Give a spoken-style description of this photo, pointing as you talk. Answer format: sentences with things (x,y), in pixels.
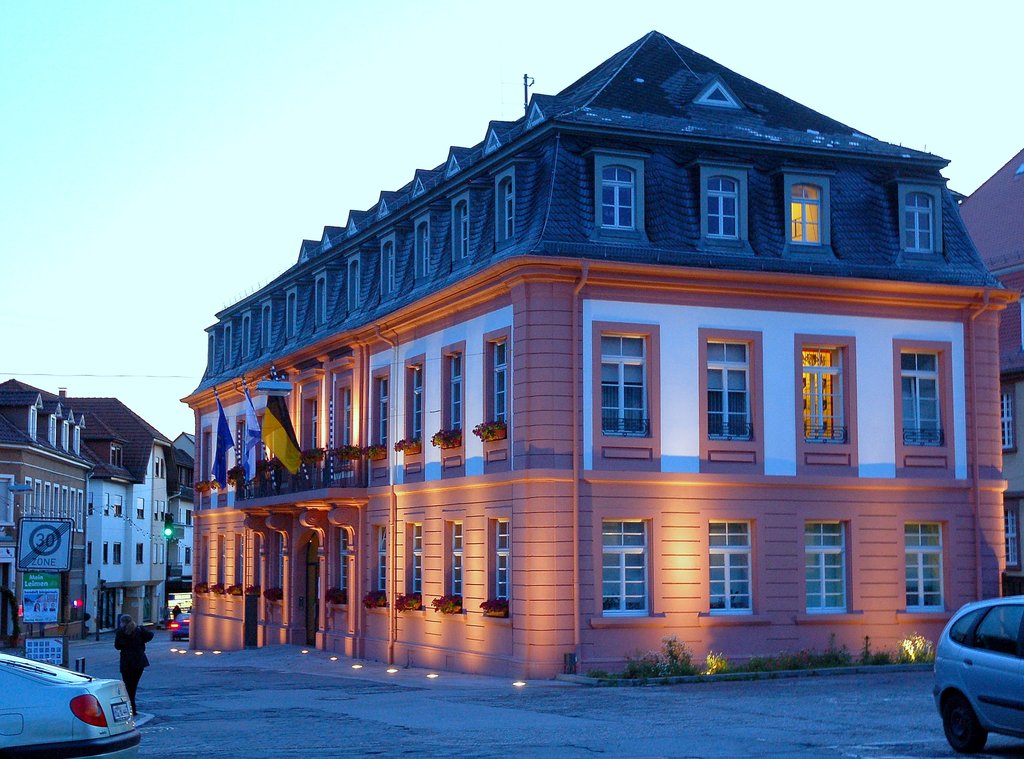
In the image we can see there are many buildings (643,524) and these are the windows (637,534) of the building (659,408), this is a footpath (321,688), vehicle (61,707), person (131,677), flag (254,428) of a country and a sky (128,58). This is a grass (752,666), we can even see the person (119,651) is wearing clothes (133,648).
